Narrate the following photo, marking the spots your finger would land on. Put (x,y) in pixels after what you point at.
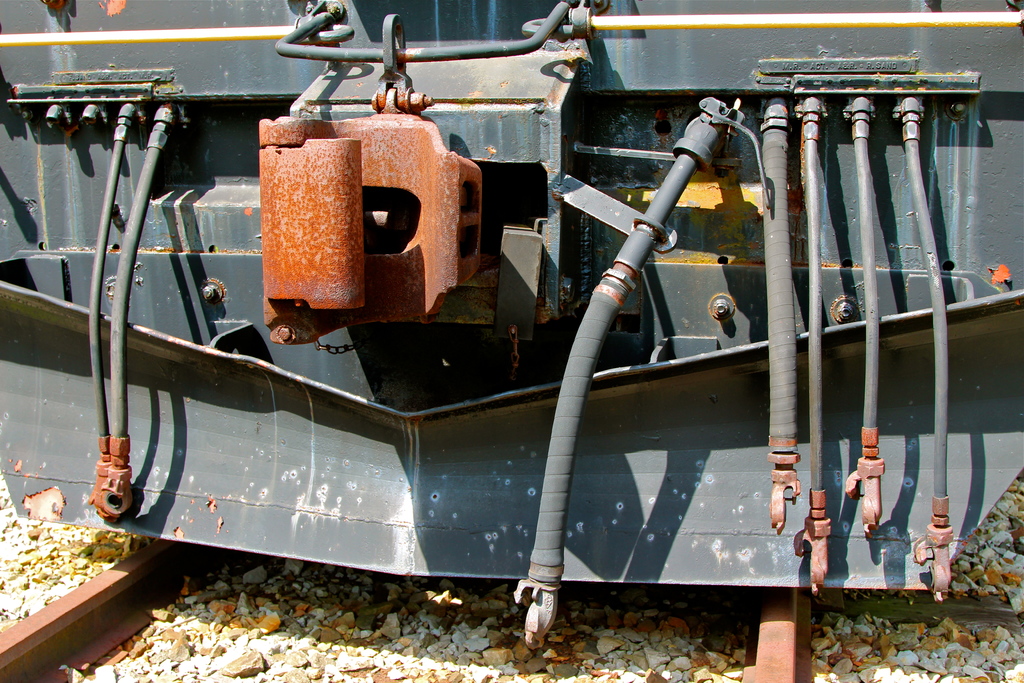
This image consists of a train (484,212). At the bottom (647,650), we can see a track (765,651) along with small stones (366,673). In the front (91,318), there are pipes (933,268) attached to the train (362,274).
